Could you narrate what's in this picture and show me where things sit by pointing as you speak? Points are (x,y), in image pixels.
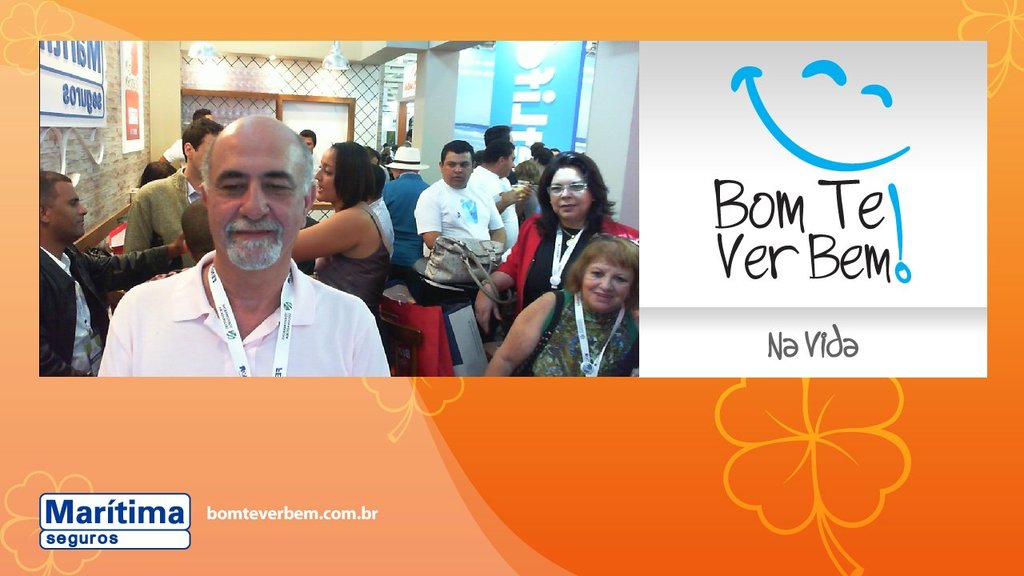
This is a poster. On this poster we can see group of people (611,285) and she is holding a bag (452,262). In the background (131,65) we can see boards (68,69), pillar (155,109), lights (210,58), and a wall (115,162).
